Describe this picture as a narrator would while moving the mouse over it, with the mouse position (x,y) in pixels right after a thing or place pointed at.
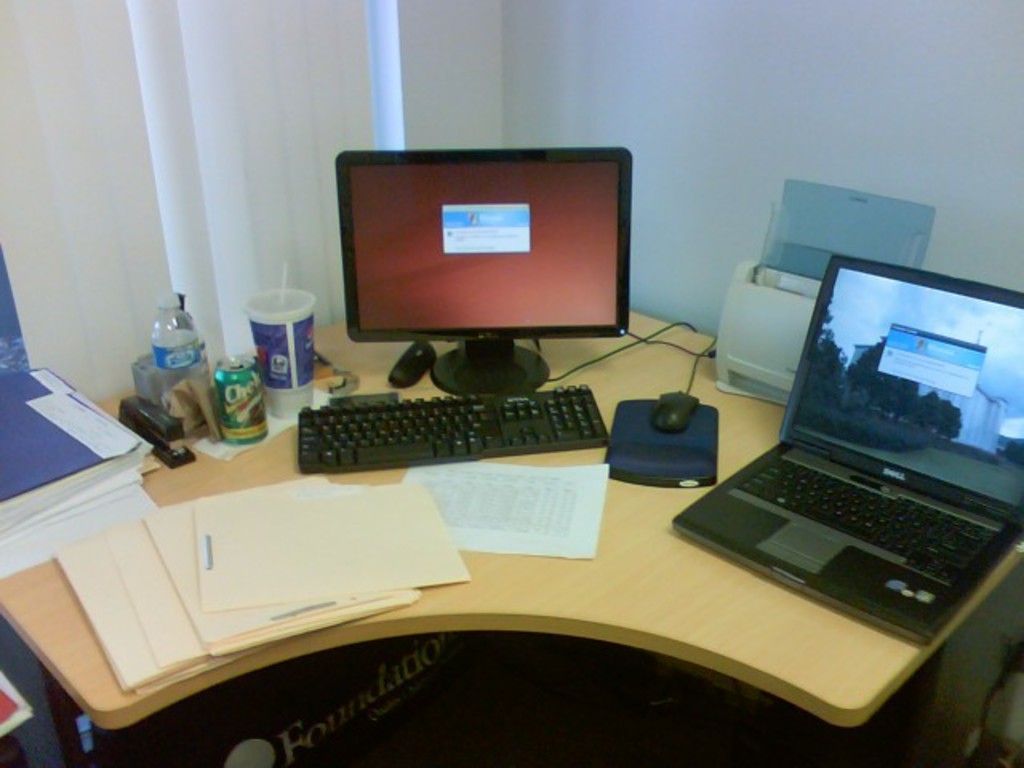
This image consists of a table (425,614) on which there are covers (199,587), files (85,491), papers (79,504), water bottle (193,355), stapler (172,447), tin (227,437), cup (267,359), computer (407,339), laptop (763,533), printer (772,335). There is a window blind (188,163) on the top left corner (145,192).
